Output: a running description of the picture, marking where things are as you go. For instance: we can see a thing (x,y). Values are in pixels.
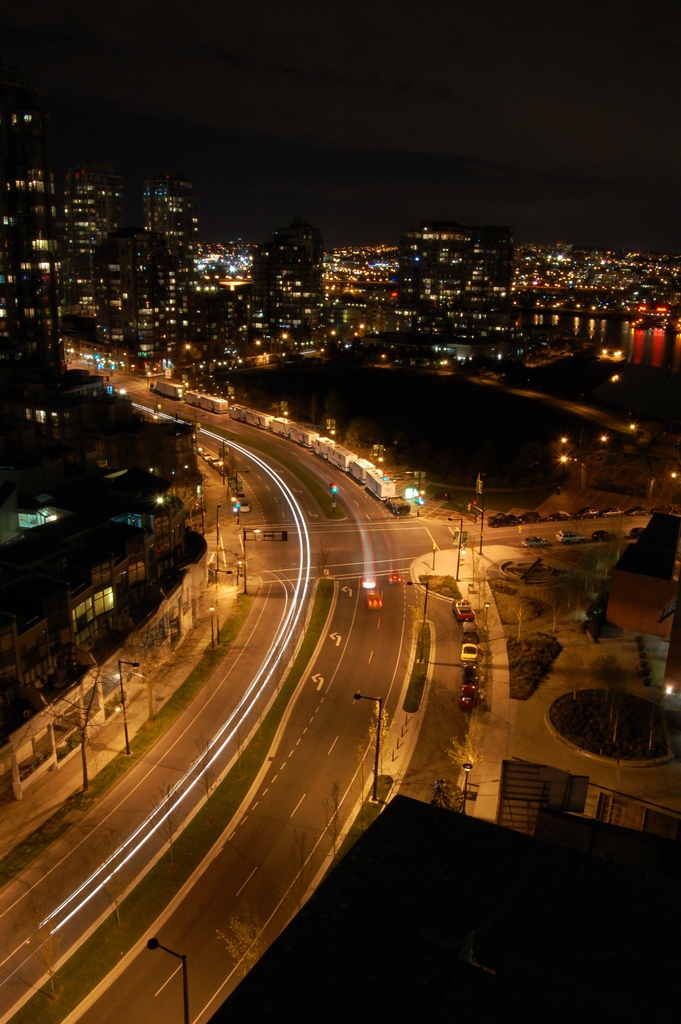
In this image there are buildings (208,334), there are vehicles (230,417), poles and there are lights (166,360).
